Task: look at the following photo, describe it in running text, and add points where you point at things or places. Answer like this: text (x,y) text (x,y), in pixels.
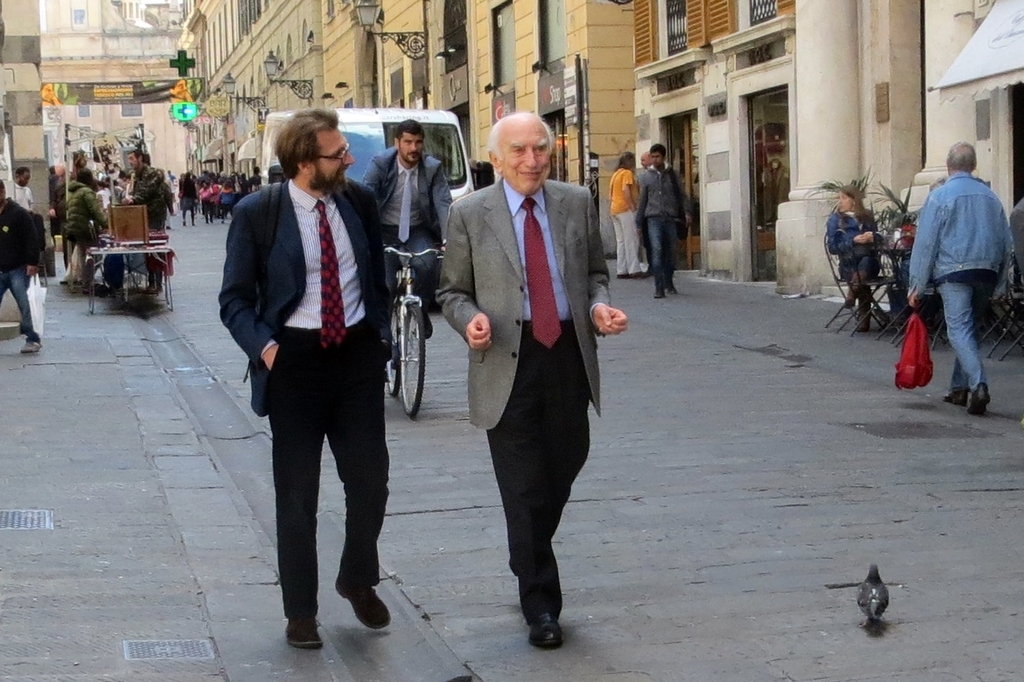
In this image we can see some persons (236,251) walking through the walkway (208,283) in the foreground of the image (366,303) there are two persons (369,287) wearing suits (467,288) walking together and in the background of the image (373,190) there are some persons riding bicycles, driving cars (360,177), there are some buildings (221,136) on left (331,60) and right side of the image (840,106).
